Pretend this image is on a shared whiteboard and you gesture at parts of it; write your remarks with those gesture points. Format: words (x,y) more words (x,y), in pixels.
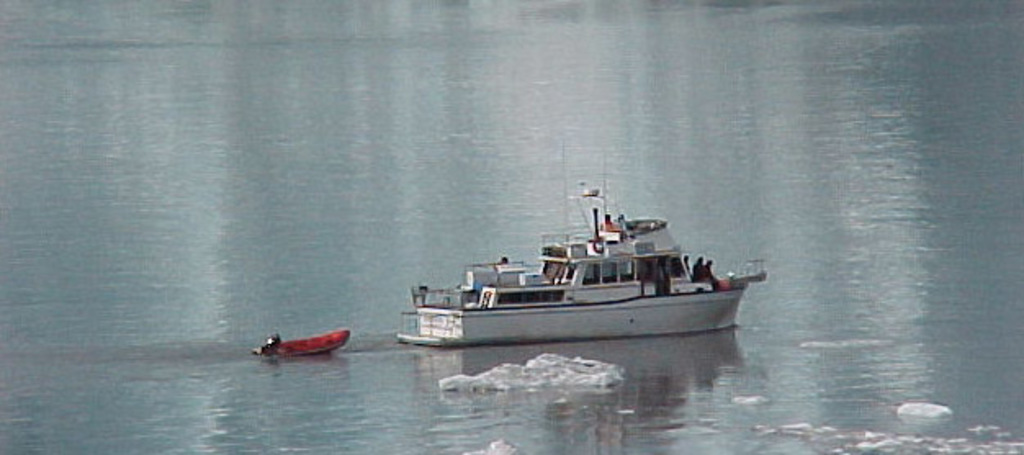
In this image I can see water (494,225) and in it I can see a red and a white colour boat (728,306).
